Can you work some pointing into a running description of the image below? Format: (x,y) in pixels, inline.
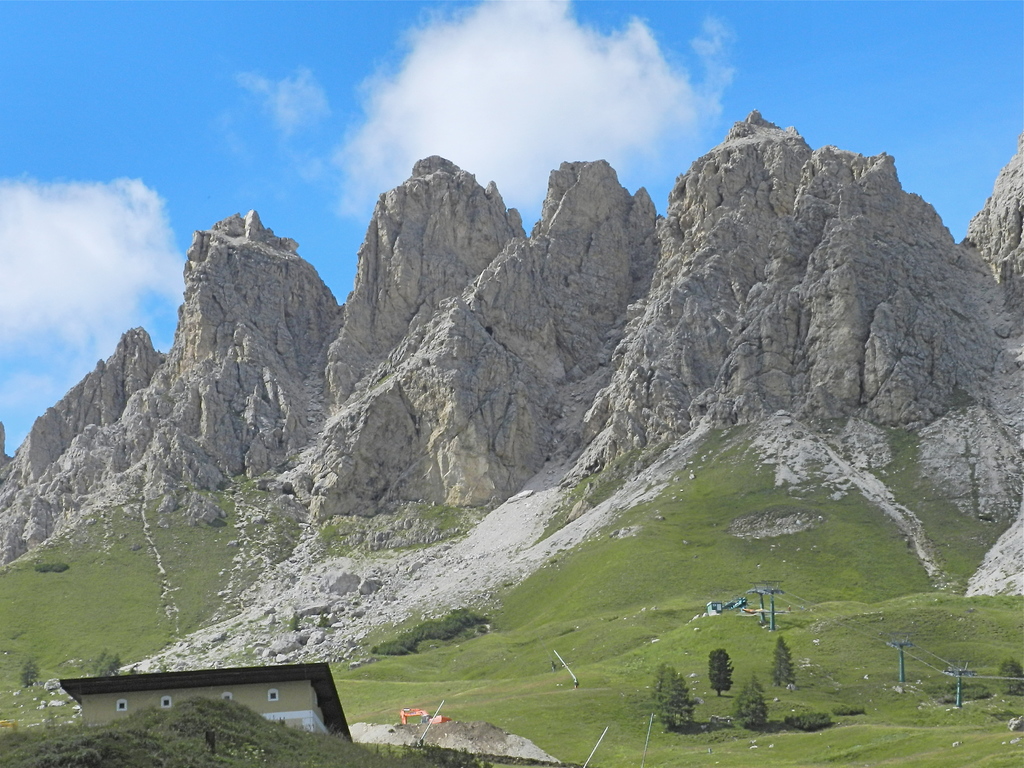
In this image we can see hills (625,306). On the ground (353,563) there is grass (560,599). Also there are trees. There are electric poles (956,679) with wires (821,612). At the bottom (207,689) we can see a building (342,710). In the back (205,188) there is sky (378,118) with clouds (520,138).
